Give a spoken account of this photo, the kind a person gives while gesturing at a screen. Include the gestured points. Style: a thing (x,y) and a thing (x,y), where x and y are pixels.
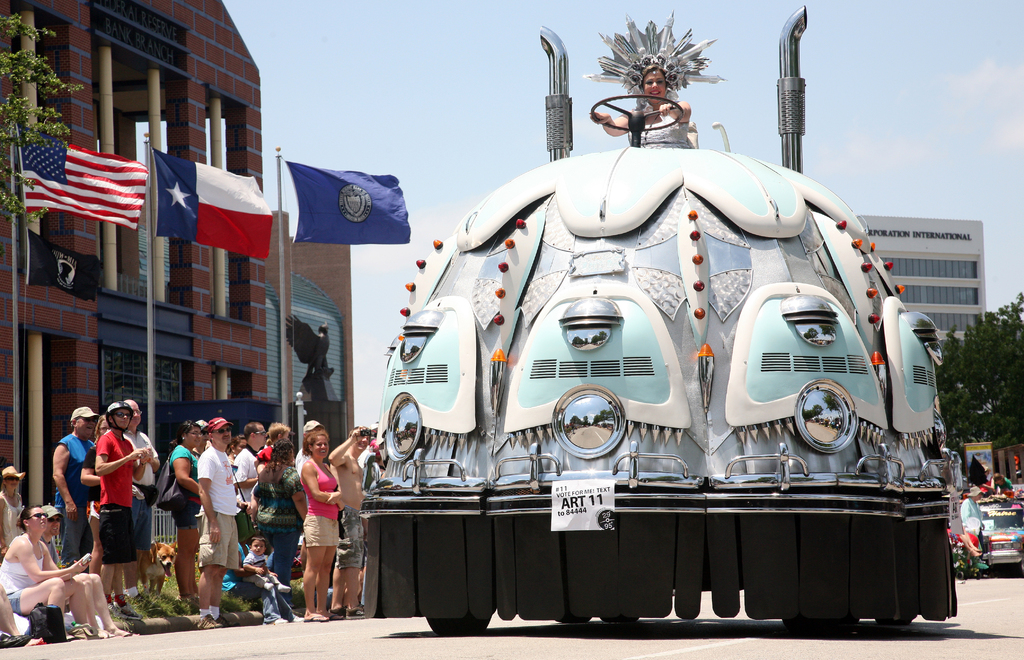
In this image I can see a vehicle (544,374) is driving by a woman (651,109) sitting at the top (665,101). On the left side (213,592) few people (204,482) are standing and sitting and observing this vehicle (539,398), there are flags (325,206) at here and there is a building (214,271). On the right side (980,395) there is a tree (998,396). At the top (455,96) it is the sky (486,150).
